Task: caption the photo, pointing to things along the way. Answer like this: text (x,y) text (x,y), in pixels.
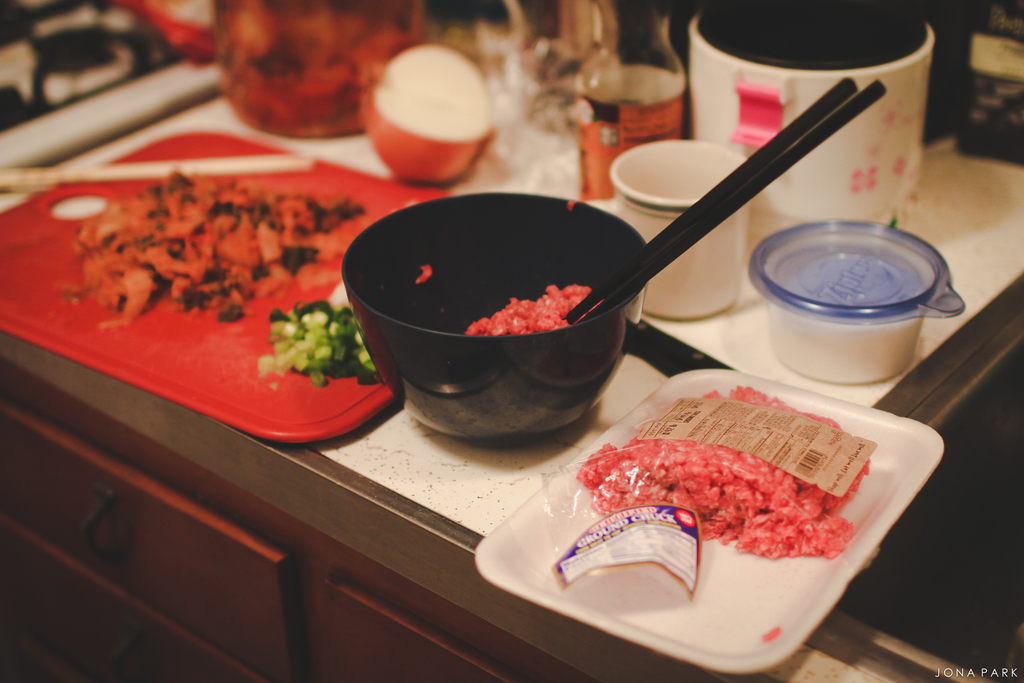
In the image we can see bowls (466,323), a tray (681,380), containers (890,85) and food items (225,262). On the bottom right (1017,669) we can see the watermark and the top part of the image (247,83) is slightly blurred.
